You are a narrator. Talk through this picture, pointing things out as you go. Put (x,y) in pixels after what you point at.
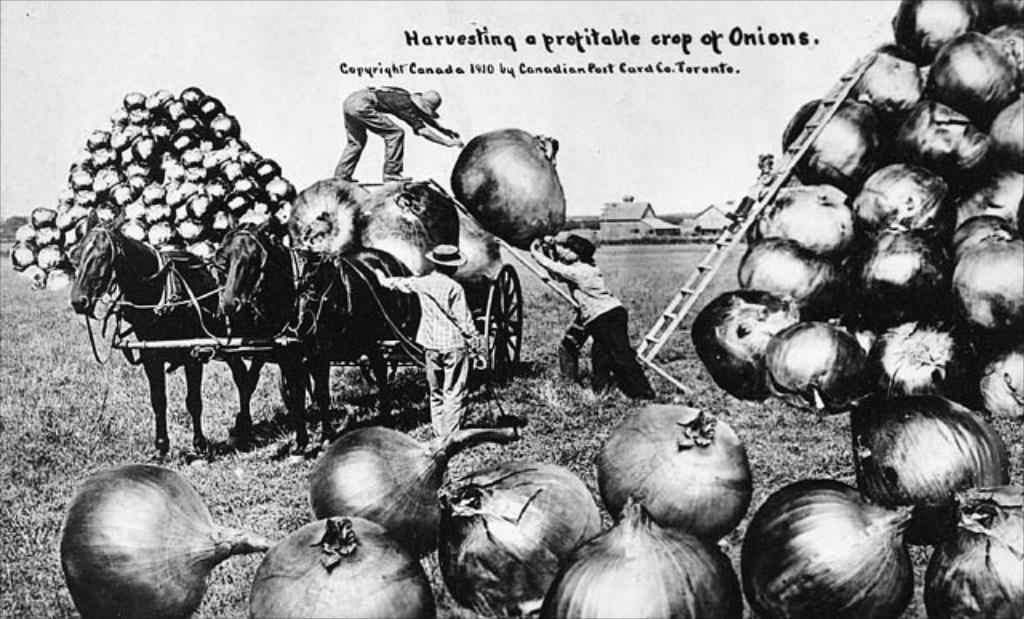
In this image in the front (477,497) there are images of onions (727,340) and in the center (361,258) there are persons (438,286) and there are horses (251,286). In the background (622,224) there are houses (639,229) and in the center (658,286), on the ground (74,394) there is grass (93,392) and on the top (591,68) there is some text (615,75) written on the image.
